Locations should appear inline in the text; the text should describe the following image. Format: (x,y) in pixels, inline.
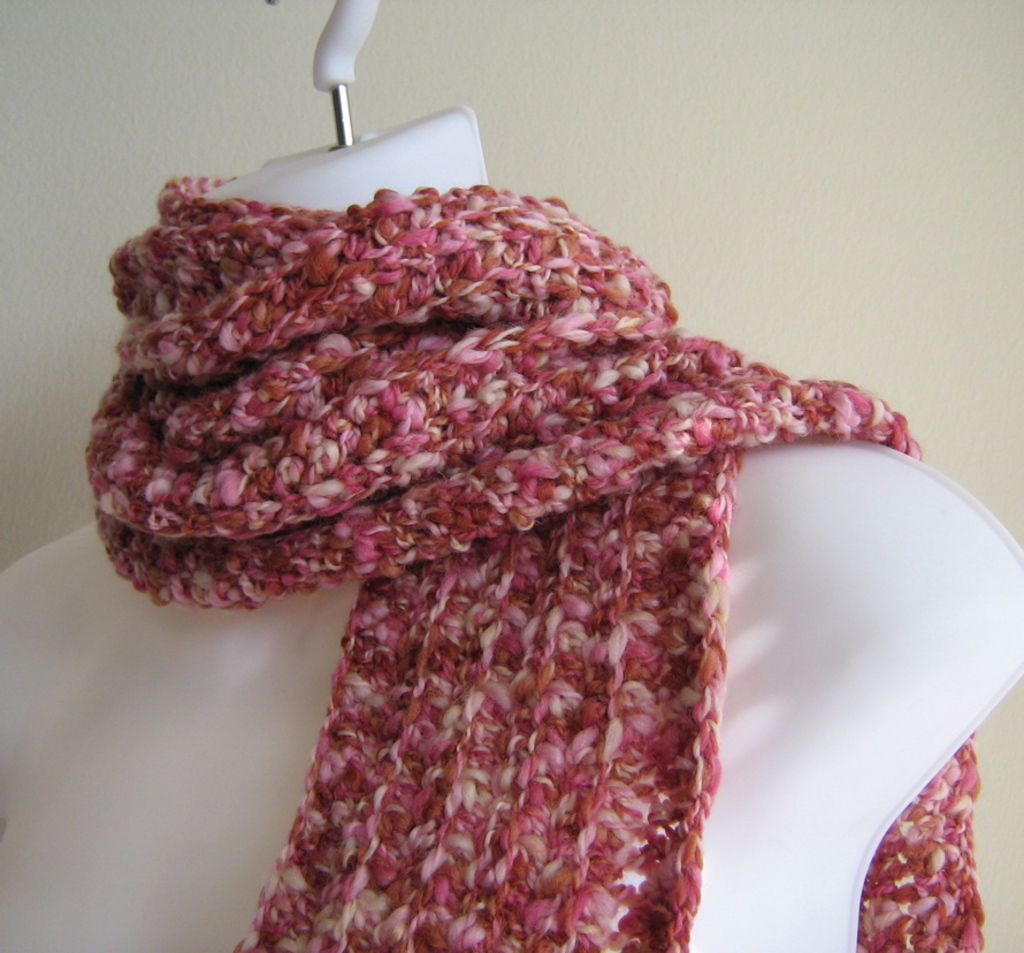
There is a mannequin (136,628). On that there is a scarf (430,371). In the background (742,230) there is a wall (914,316).
